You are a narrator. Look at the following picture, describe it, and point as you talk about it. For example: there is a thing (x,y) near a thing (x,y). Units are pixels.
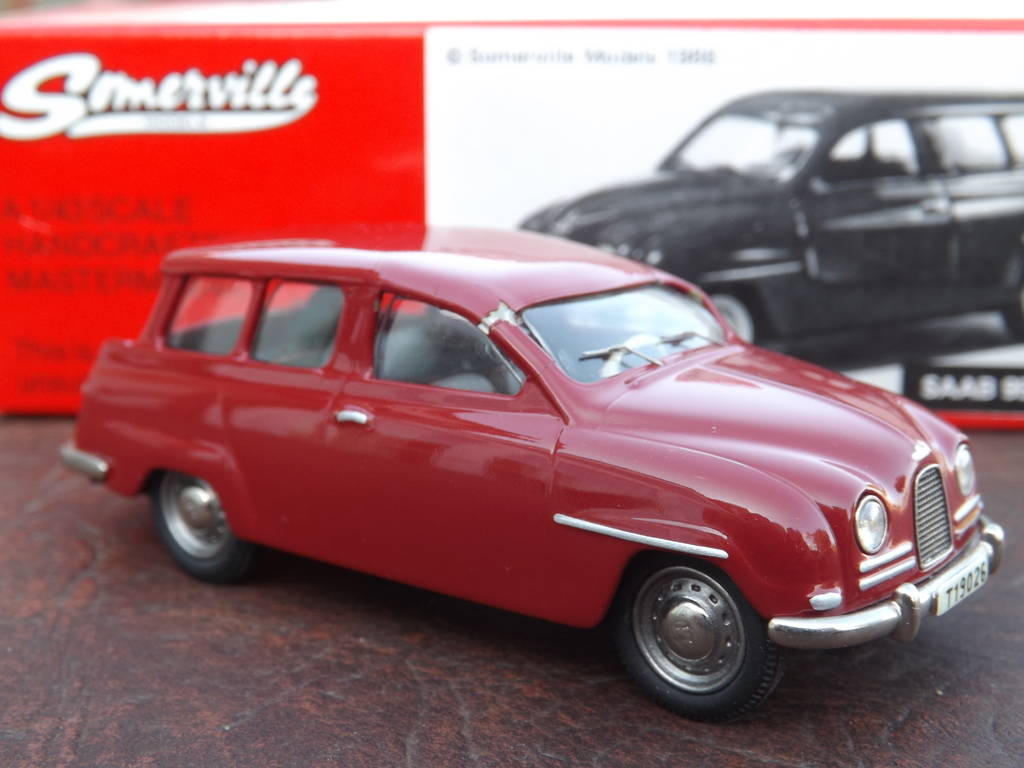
In this image there is a brown color floor (270,690). There are two cars (763,352) red and black. There is a board (752,79) in red and white color with some text (81,129).
